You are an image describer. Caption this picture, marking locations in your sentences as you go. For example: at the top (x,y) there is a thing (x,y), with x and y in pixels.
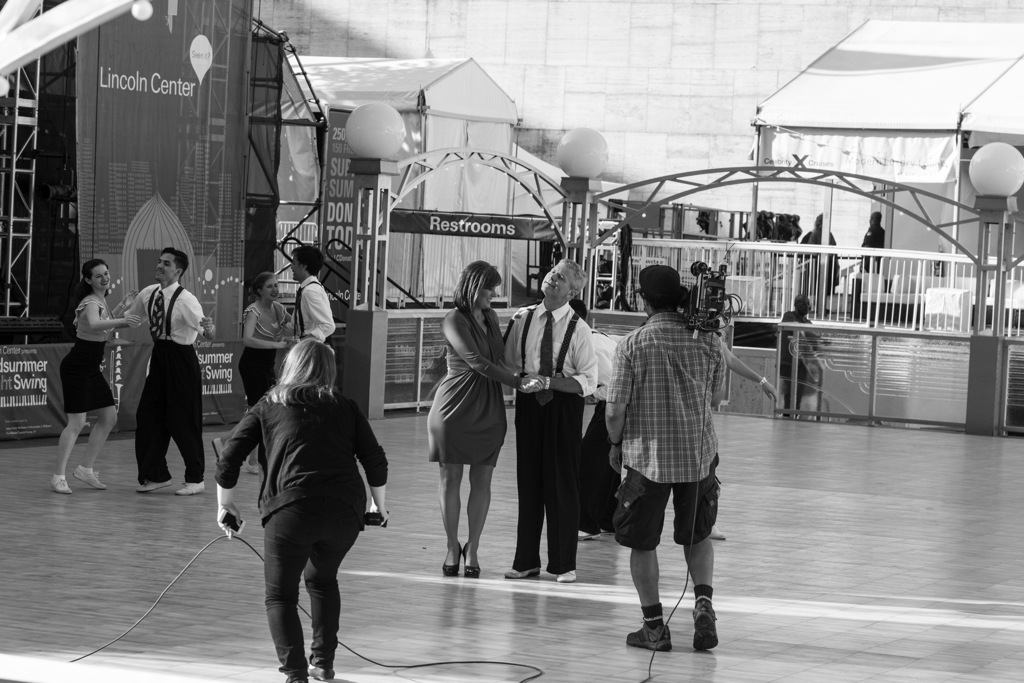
In this picture there is a man (556,317) who is holding a woman's hand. Beside him we can see another man (649,353) who is holding a camera (720,314). At the bottom (295,470) there is a woman (307,439) who is wearing black dress (291,486). She is holding a wire (250,544) and mobile phone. On the left (310,292) there are two couples (331,323) were dancing. Beside them we can see the stage (69,270) and posters (167,220). On the right (883,244) there are two persons (817,229) who are standing near to the tent (853,62). At the top (654,80) there is a wall (627,80).
